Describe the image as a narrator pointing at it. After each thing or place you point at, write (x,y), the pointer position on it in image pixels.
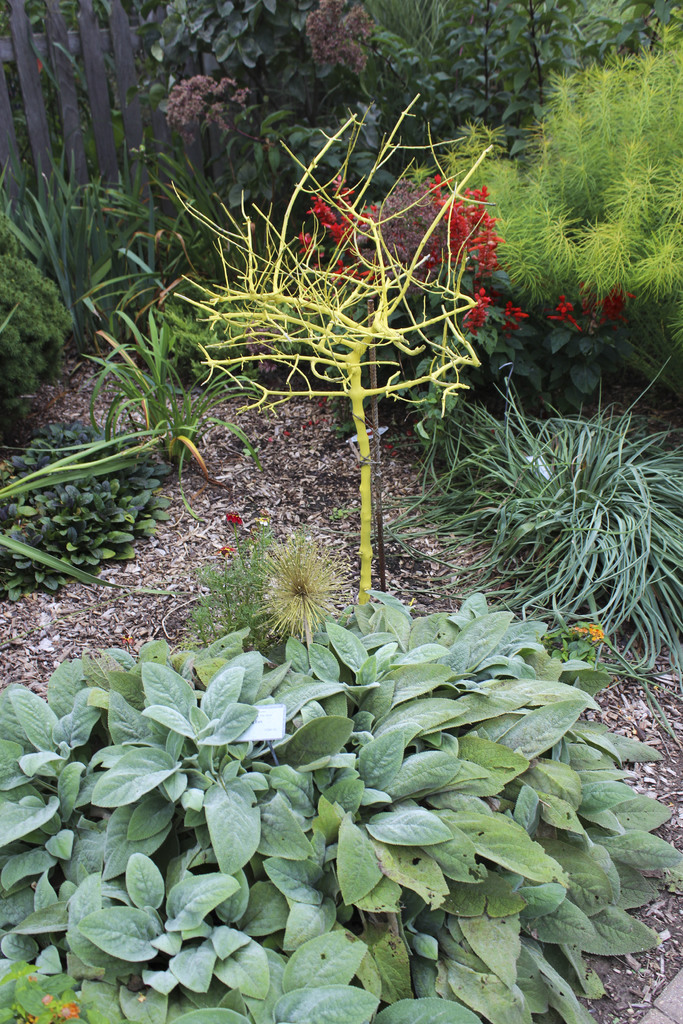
In this image I can see few plants (309,735) in green color. In the background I can see few flowers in red color.
